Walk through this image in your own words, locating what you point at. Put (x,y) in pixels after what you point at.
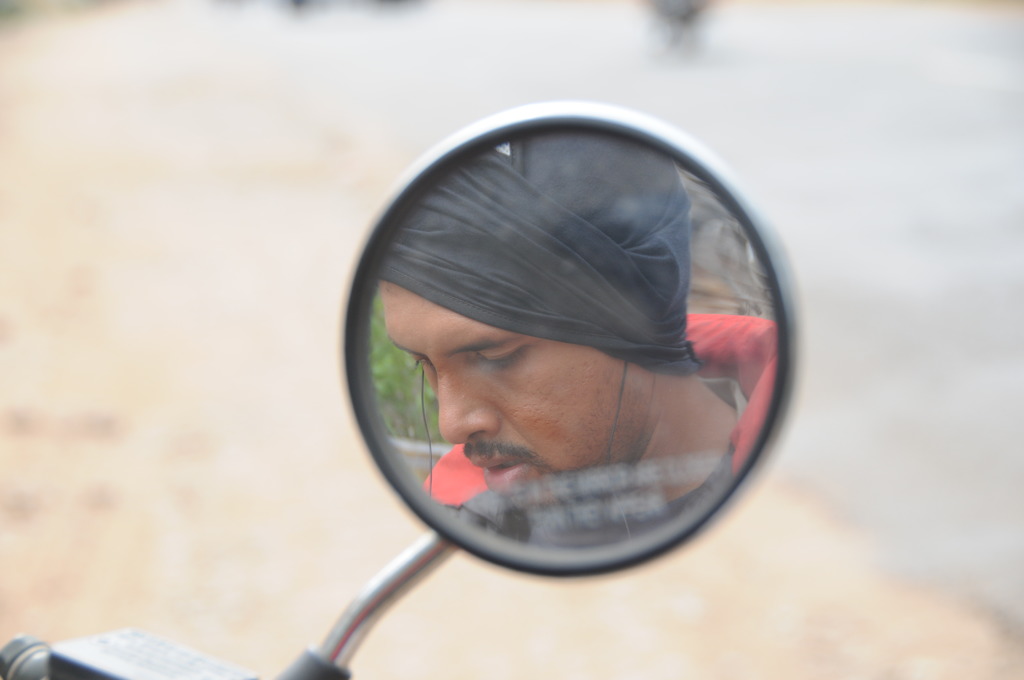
In this image we can see the face (577,370) of a person (571,416) in a mirror (589,402).
